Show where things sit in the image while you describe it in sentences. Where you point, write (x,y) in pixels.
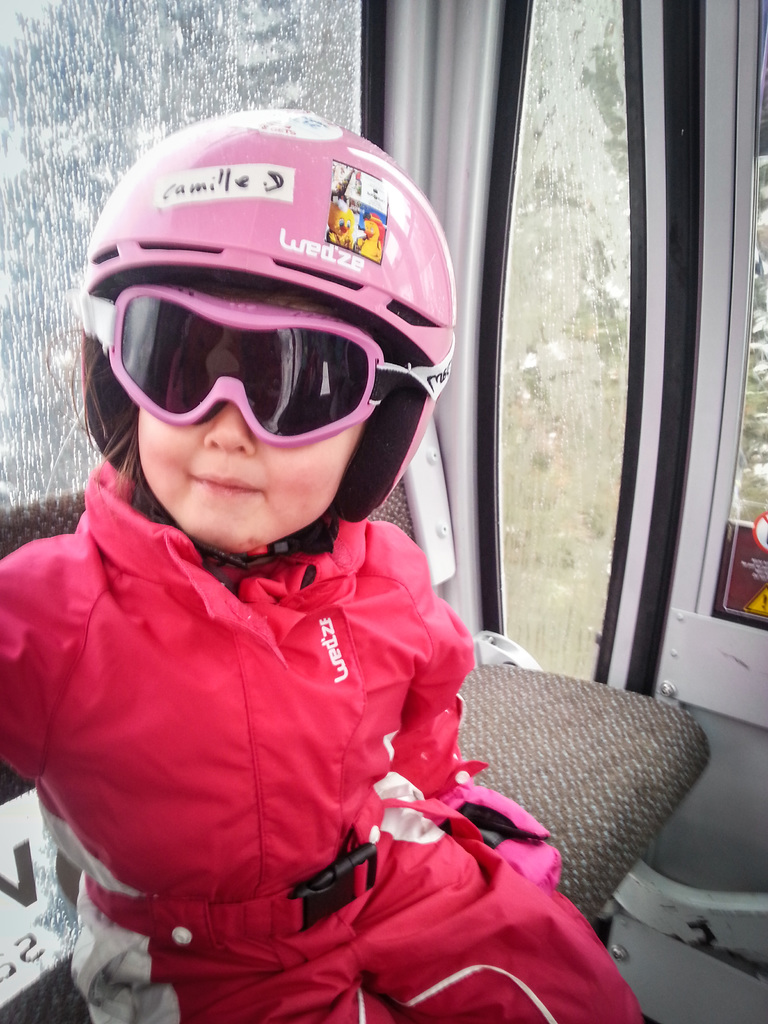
In this image I can see a girl (287,545) and I can see she is wearing pink dress (248,712), pink shades (218,393) and pink helmet (442,321). I can also see something is written on his helmet (309,228).
